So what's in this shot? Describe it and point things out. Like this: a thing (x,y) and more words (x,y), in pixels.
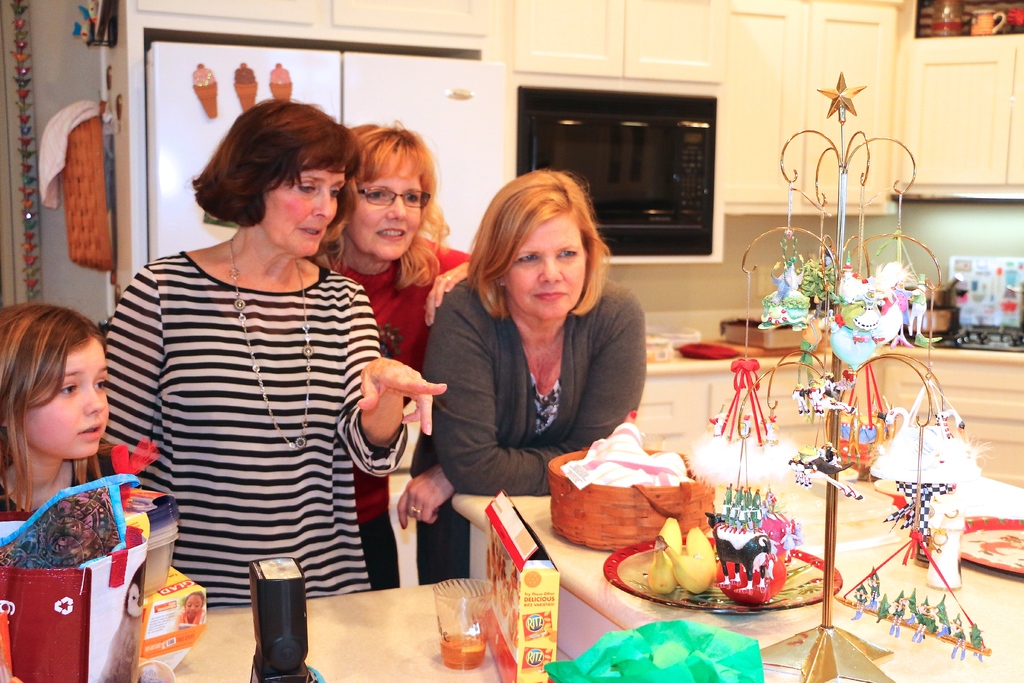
In this image, we can see some people (419,466) standing and there are some objects (909,608) kept on the table (840,620). In the background (964,33), we can see some cupboards (720,184) and there is an oven (659,234) and we can see the fridge (474,91).
